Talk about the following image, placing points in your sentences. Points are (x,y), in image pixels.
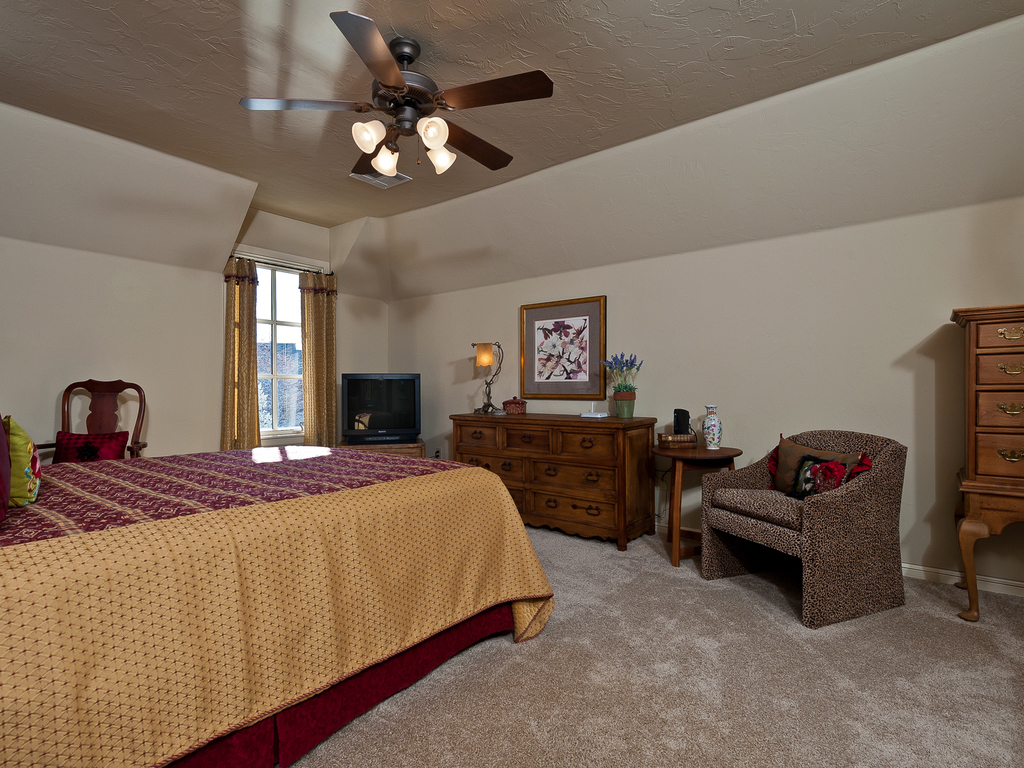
In the room (373,504) there is a bed (267,485). To the right corner (1010,367) there is a cupboard (1005,450), sofa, table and again a cupboard (558,447). On the cupboard (607,420) there are some pots (622,400), lamps (491,352) and a frame (556,341). We can see a television (381,389). A window (263,362) with curtains (322,326). On the top (425,121) there is a fan (425,121).
